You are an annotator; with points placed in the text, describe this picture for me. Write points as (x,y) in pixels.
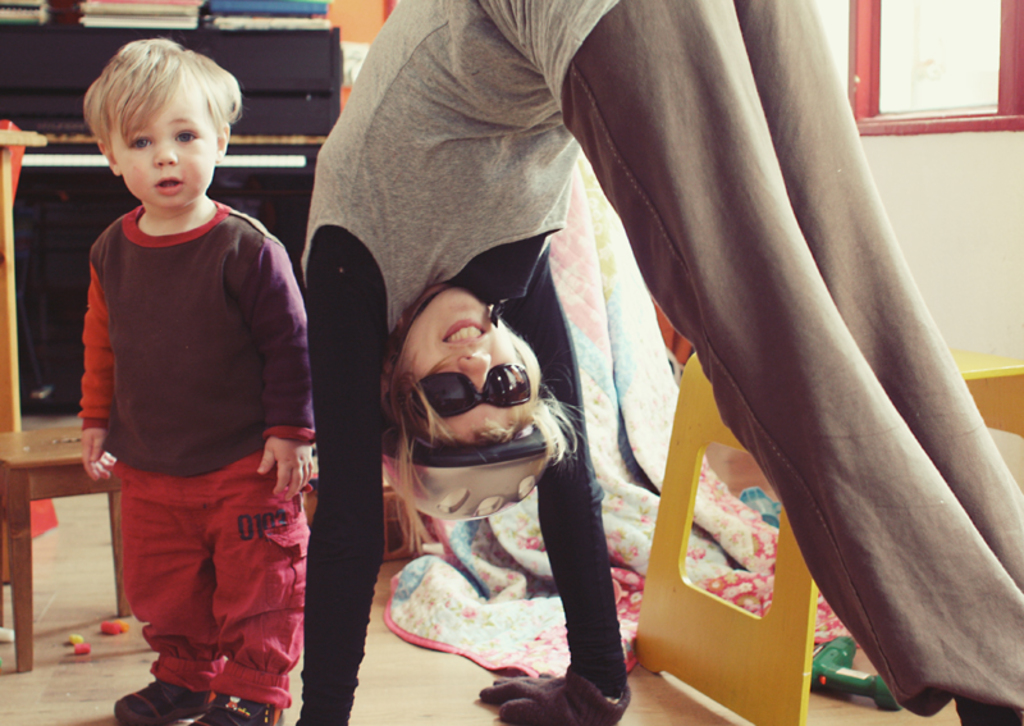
A child (180,632) is standing. There is a woman (374,217) at the right (741,343) wearing goggles (461,410), helmet (466,468) and gloves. Behind them there is a yellow stool (780,555), blanket (569,293) and other objects (283,6).
